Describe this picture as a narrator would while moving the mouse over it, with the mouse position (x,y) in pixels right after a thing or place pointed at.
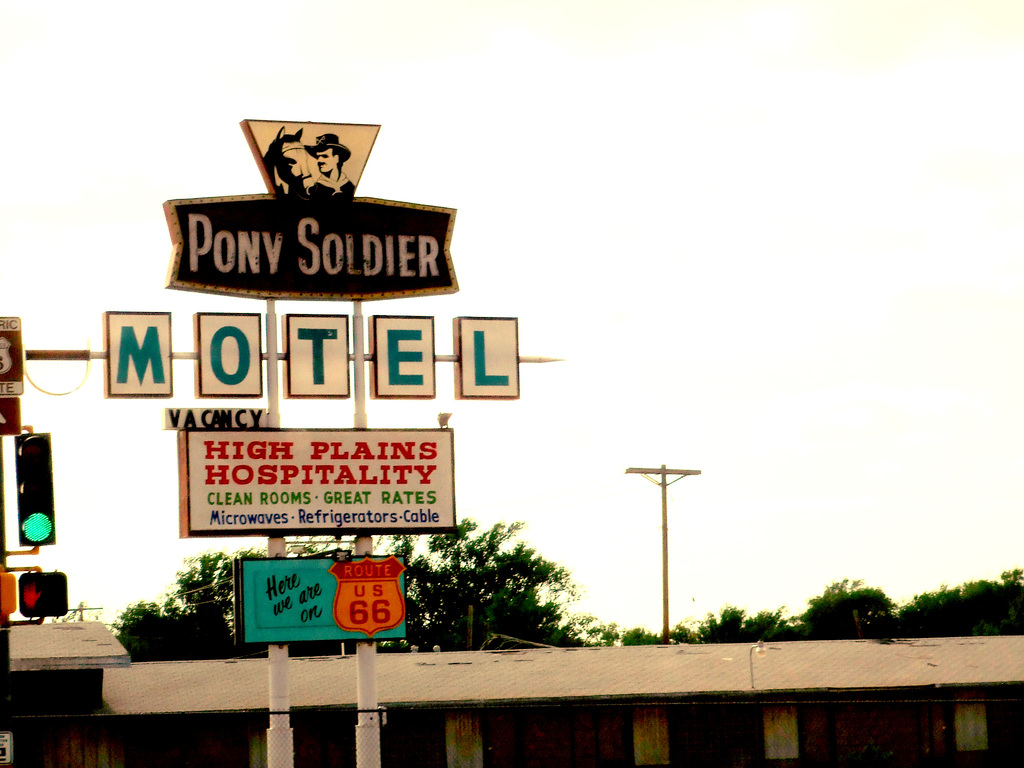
In this image we can see boards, poles (280,755), traffic signals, shed (684,674), and trees (1006,583). In the background (674,302) there is sky (97,550).
